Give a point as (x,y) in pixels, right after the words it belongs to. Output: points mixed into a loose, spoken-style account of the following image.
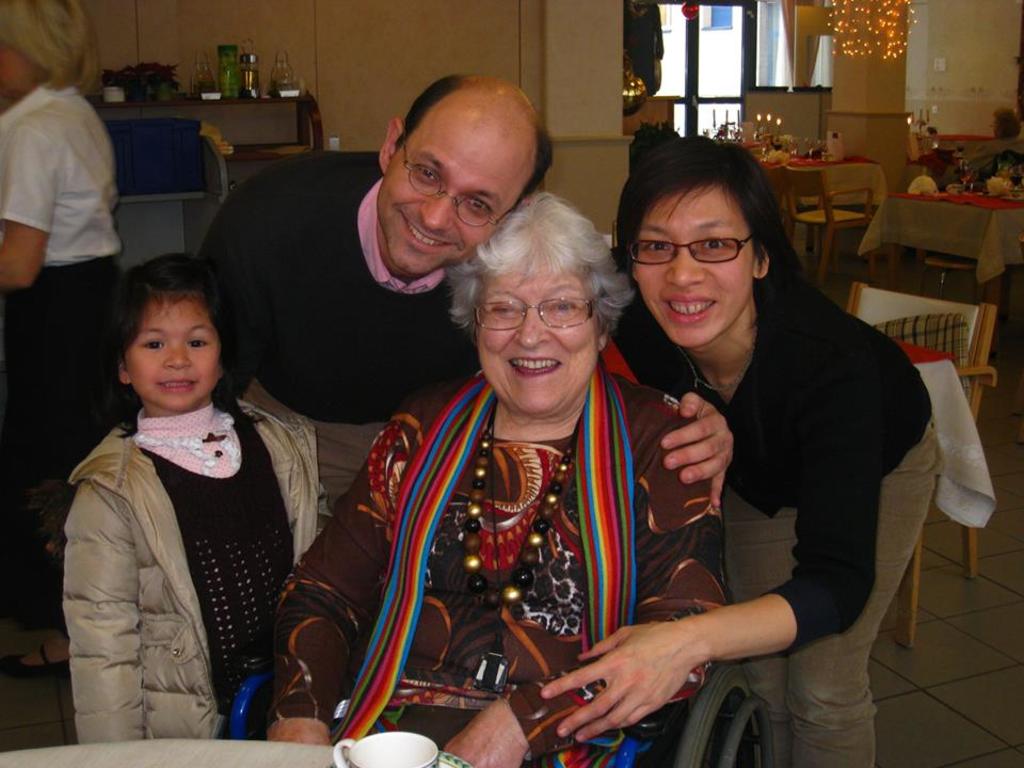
In this image, we can see four people (415,613) are seeing and smiling. Few (549,523) are wearing glasses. Here a woman (544,532) is sitting on the wheelchair (701,730). Background (950,130) we can see wall (571,88), chairs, tables (968,135), containers (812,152), light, glass window (724,77) and floor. Left side of the image (94,245), we can see a person (65,266) is standing.
